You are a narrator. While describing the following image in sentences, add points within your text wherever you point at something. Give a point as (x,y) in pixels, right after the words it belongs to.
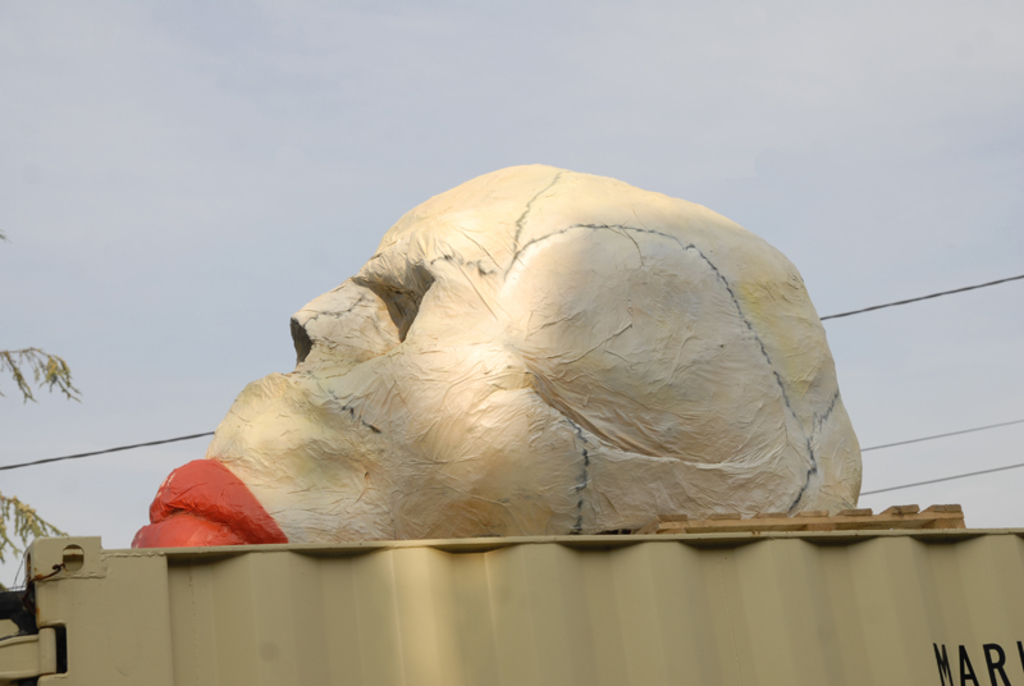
It looks like a statue (591,420) in the shape of a human skull (594,361). At the bottom (505,543) it is an iron sheet (596,604), at the top (520,60) it is the sky (528,107).
